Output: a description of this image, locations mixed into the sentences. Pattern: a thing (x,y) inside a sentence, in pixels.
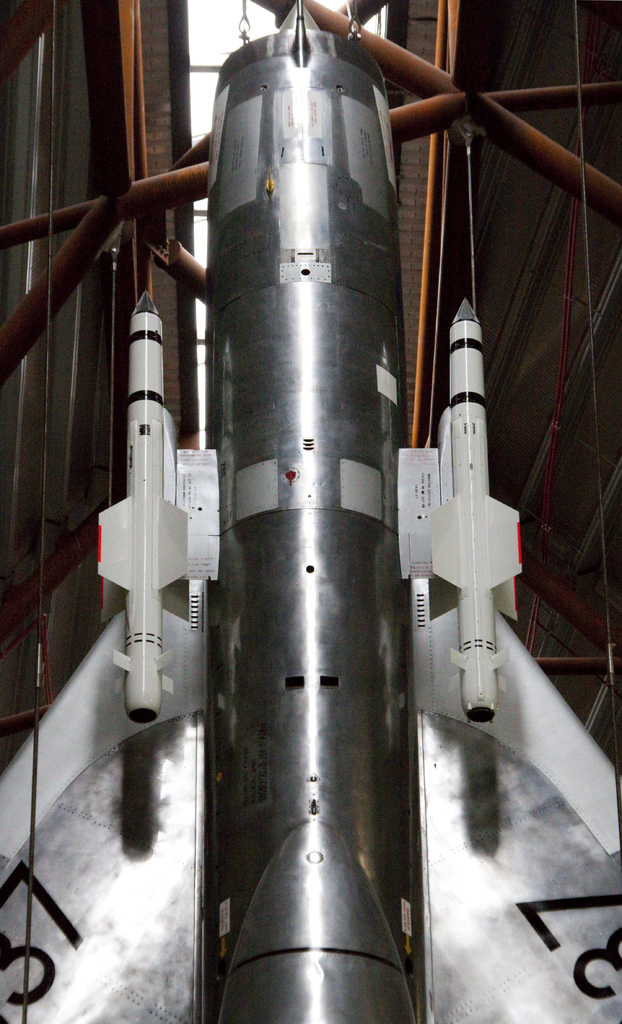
In this image I can see a rocket (183,559). At the top of the image (75,266) there are few metal rods (176,182).
